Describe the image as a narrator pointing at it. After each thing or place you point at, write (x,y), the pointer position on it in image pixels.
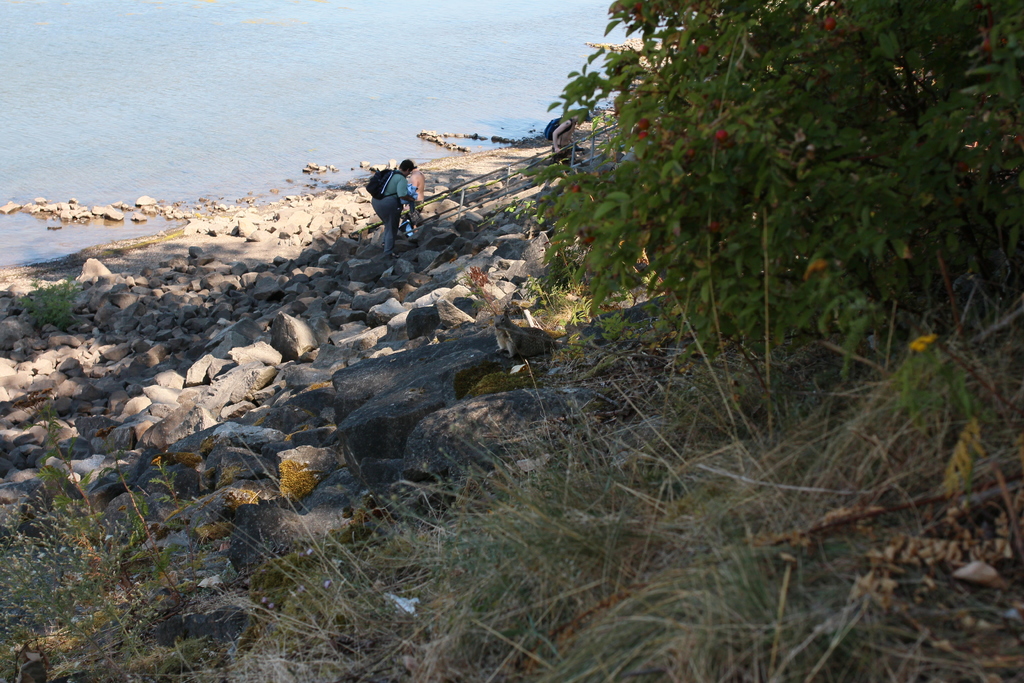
In the background (519,60) we can see water (392,28) and stones (311,290). There is a person (389,187) standing, wearing a backpack (376,194). On the right side of the picture (931,186) we can see a plant (978,225) and the grass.
